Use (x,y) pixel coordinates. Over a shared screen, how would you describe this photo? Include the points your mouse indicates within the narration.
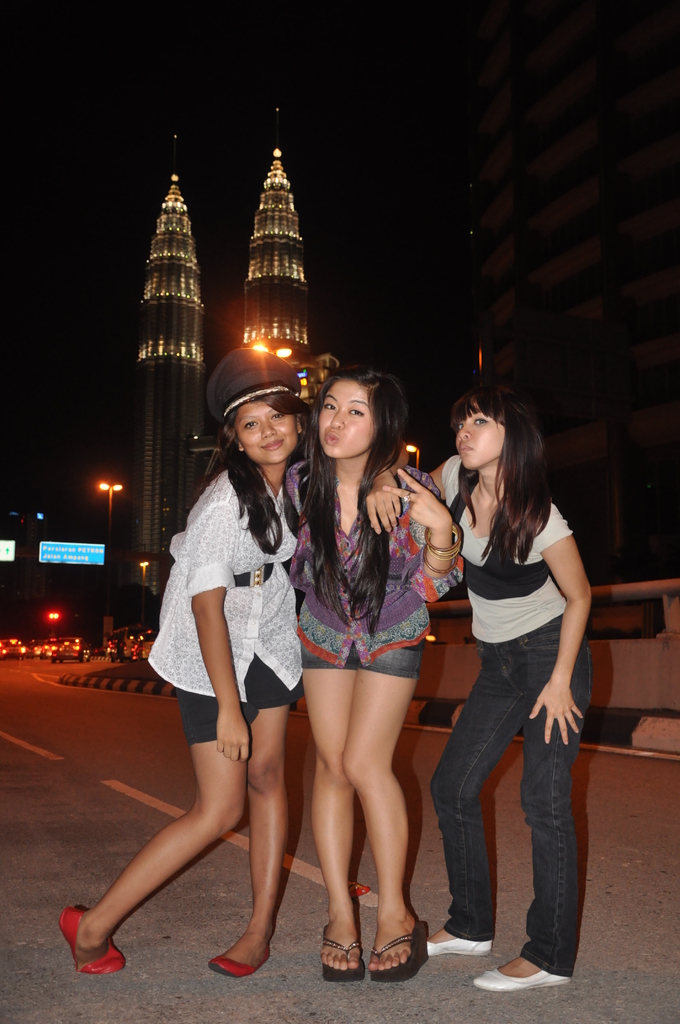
In this image I can see three persons (278,745) standing and posing for a picture. There are buildings (164,410), lights (38,656), vehicles (54,652), name boards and there is a dark background (49,269).
